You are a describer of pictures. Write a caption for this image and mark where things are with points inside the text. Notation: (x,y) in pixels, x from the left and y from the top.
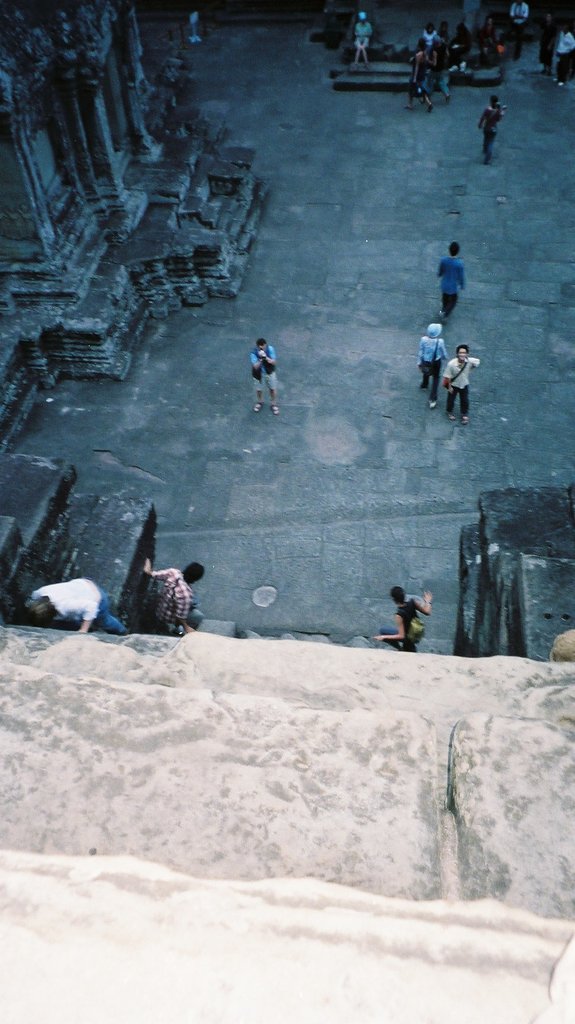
In the foreground of this image (260,894), there are stone steps (276,750) and in the background (330,323), there are persons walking and standing on the ground (347,458). On the left side (66,221), there is a sculptured wall (86,119).
